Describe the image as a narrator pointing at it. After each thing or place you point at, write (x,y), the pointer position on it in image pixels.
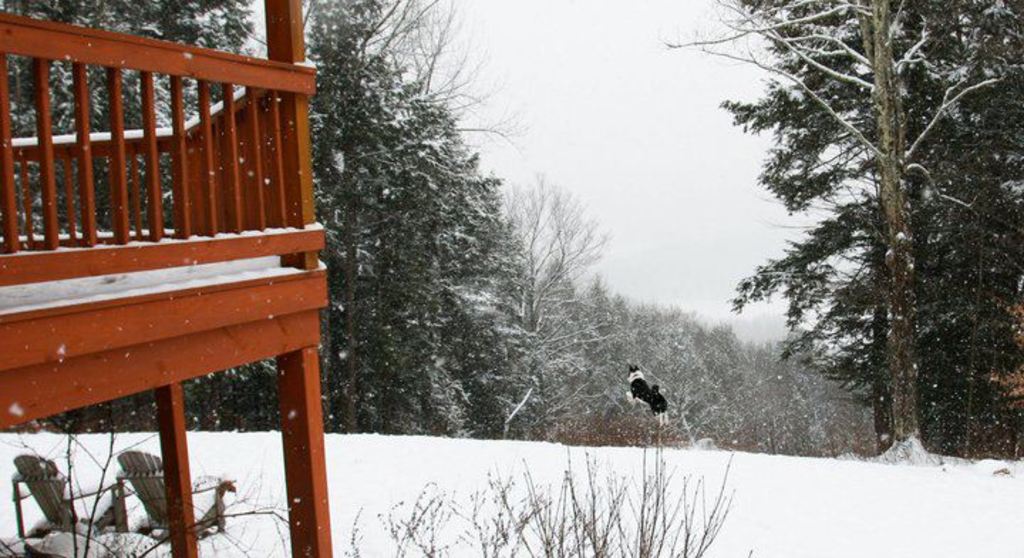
In the picture I can see a dog (647,385) is jumping in the air. On the left side (123,492) I can see chairs (156,477), wooden fence (192,249) and plants (261,514). In the background (613,301) I can see trees (729,372), the snow (793,472) and the sky (637,142).
